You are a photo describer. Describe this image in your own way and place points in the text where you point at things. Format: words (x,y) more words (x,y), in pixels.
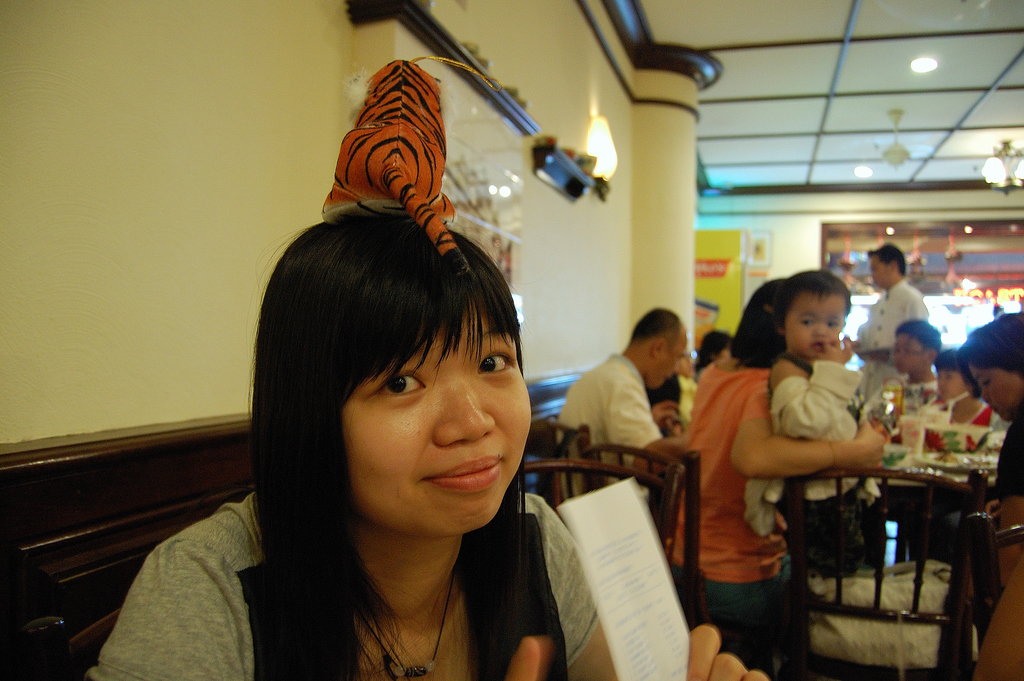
This is a picture inside of a hotel (1016,265) and there are group of persons (766,352) sit around the table (894,476) and there is a chandelier (985,179) on the roof (934,179). And there lights (607,148) on the wall (552,249). On the left (164,544) a woman (307,533) kept a toy (383,162) on her head (389,244) and holding a paper (622,563) on her hand (716,648).
